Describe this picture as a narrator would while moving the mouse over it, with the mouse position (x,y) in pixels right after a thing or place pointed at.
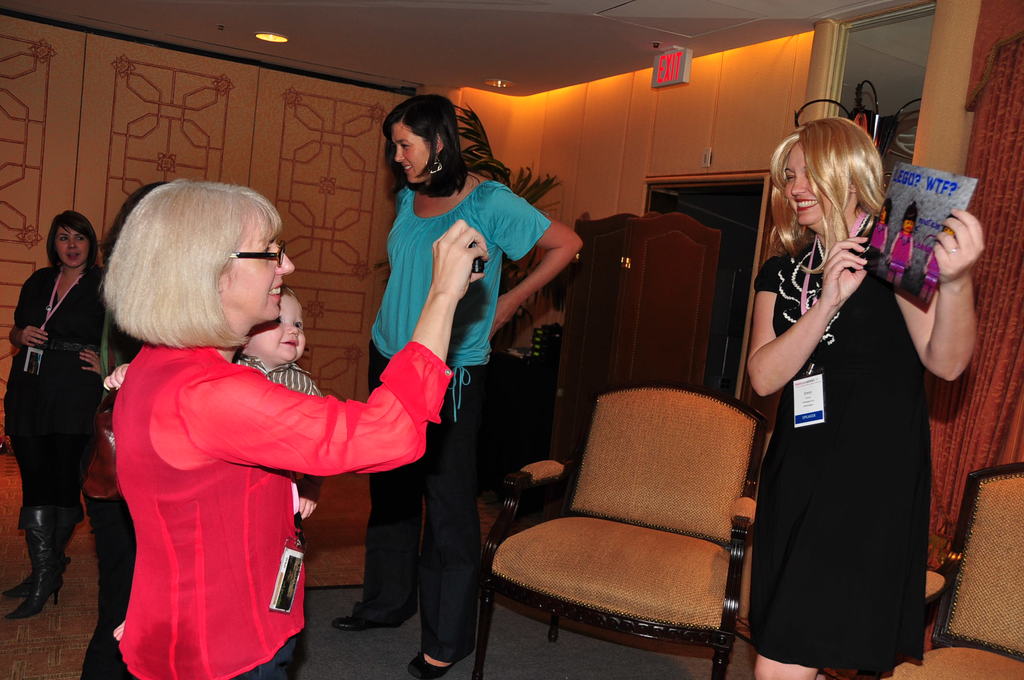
In the middle of the image (412,294) a woman (520,208) is standing, Behind her there is a plant (525,187). Bottom right side of the image (780,529) there is a woman (793,285) holding a paper (920,227). At the top of the image (442,42) there is a roof (296,39) and light (281,38). Bottom left side of the image (90,664) a few people (289,310) are standing. In the middle of the image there is a chair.
